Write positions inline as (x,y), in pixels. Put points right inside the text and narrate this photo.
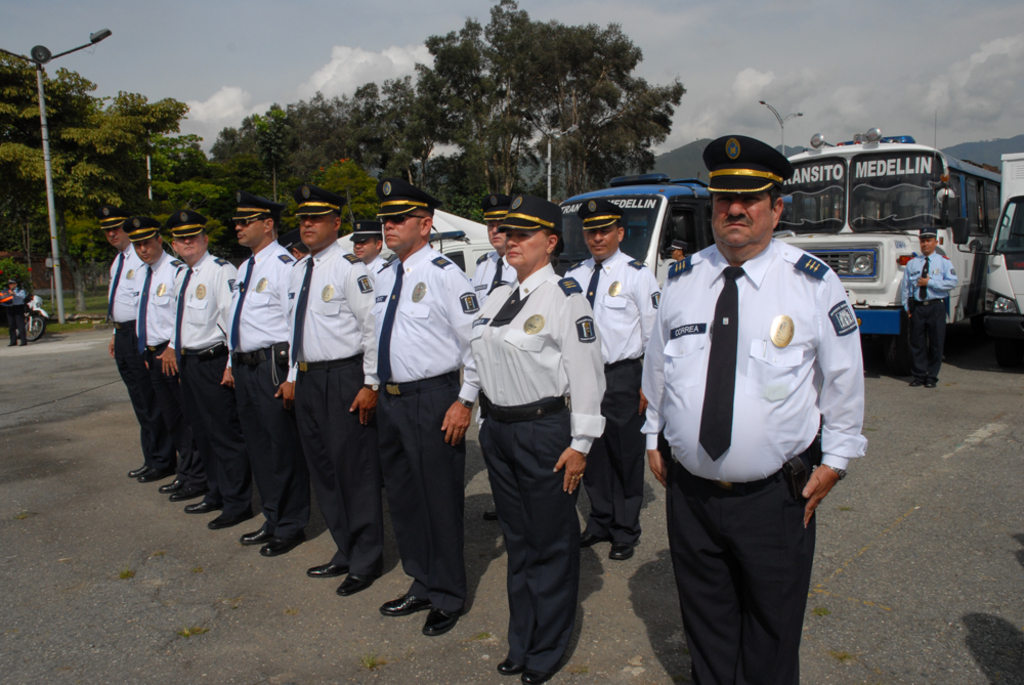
In the foreground of the picture (293,311) there are people (365,325) standing wearing uniforms (459,307), behind them there are buses (673,203). In the background (454,140) there are trees (107,139), street lights (781,118) and hills (972,158). Sky (273,90) is bit cloudy and it is sunny. On the left (17,301) there is a person (22,299) and motorbike (44,315). On the right (929,304) there is a person (929,303) standing.
